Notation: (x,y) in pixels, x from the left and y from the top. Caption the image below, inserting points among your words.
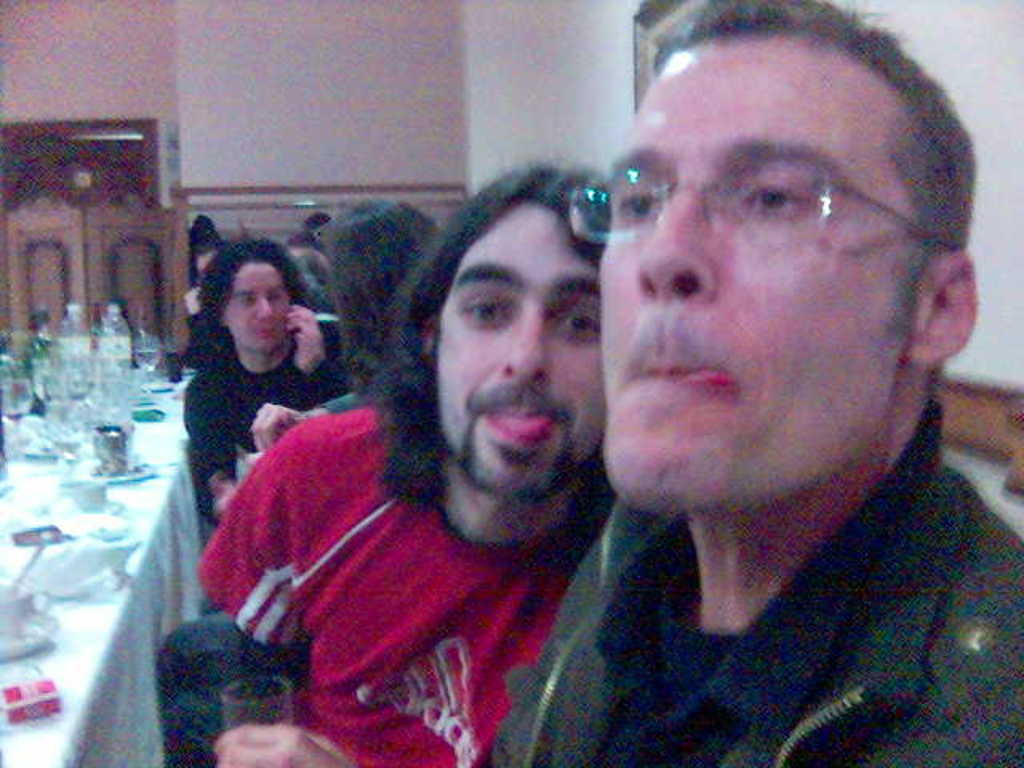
In this image we can see persons (731,269) sitting on the chairs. In front of the persons (317,608) we can see a table (97,632) covered with cloth (116,607) and water bottles (120,346), crockery (87,507) on it.
